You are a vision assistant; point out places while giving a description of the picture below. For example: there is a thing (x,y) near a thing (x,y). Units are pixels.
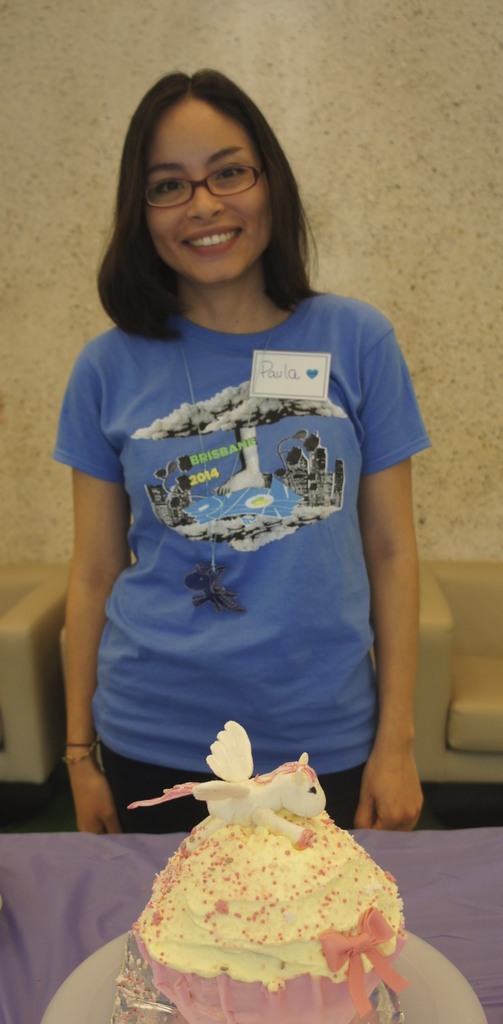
In this picture there is a girl (171,802) in the center of the image (215,555) and there is a cake (237,850) in front of her and there is sofa (502,575) in the background area of the image (485,577).
